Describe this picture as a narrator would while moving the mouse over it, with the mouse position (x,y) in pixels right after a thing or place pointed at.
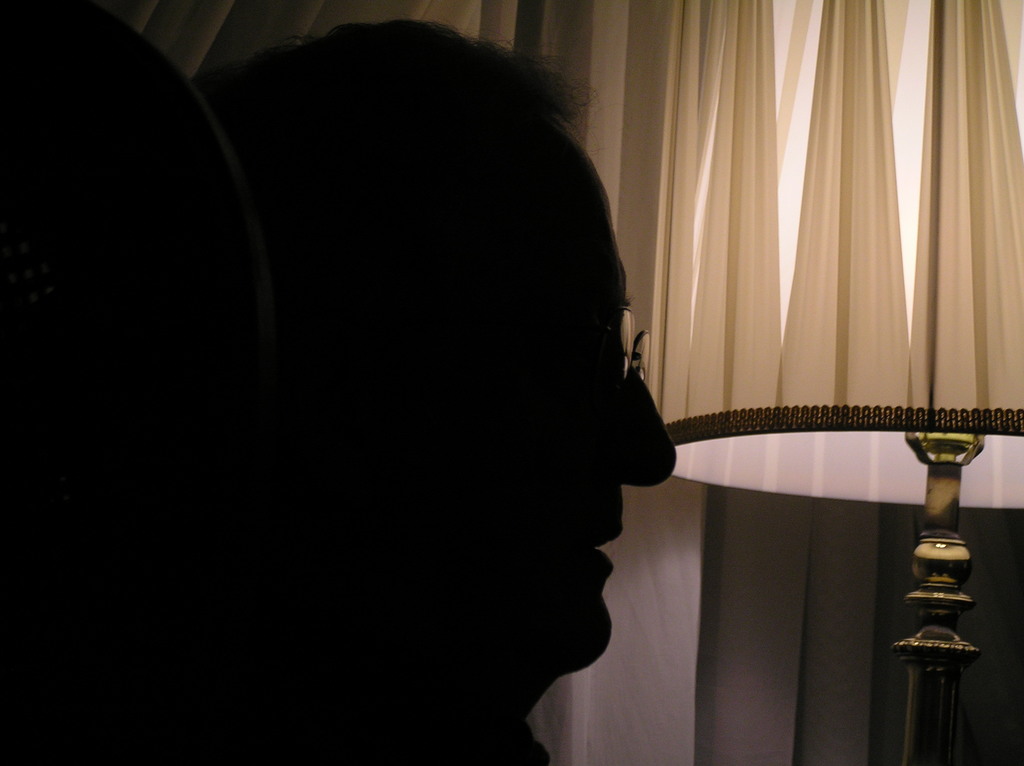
The picture is taken in a room (228,482), it is dark. In the foreground (516,315) there is a person (426,381). On the right (901,254) there is a lamp (860,225). In the background (823,619) there is a white colored curtain (808,583).
